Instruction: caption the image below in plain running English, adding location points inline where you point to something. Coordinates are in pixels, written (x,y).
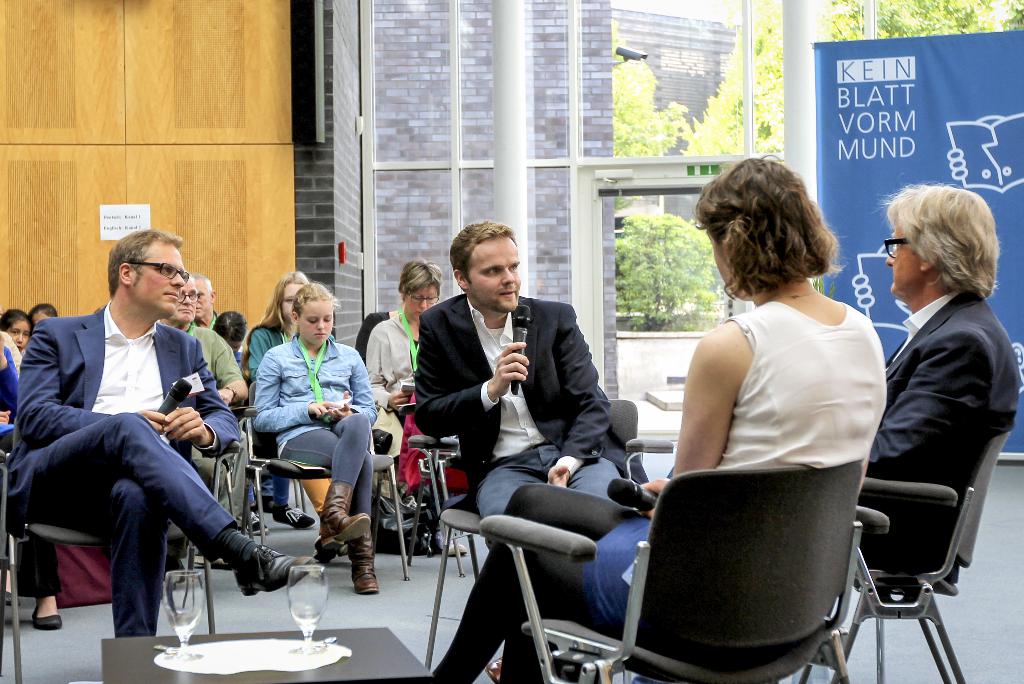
A group of people (578,421) are sitting on a chair (705,522). This 2 persons (548,388) holds a mic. Outside of this glass door (663,172) there are trees (618,97) and buildings (483,142). This is a banner (888,121) in blue color. On table (155,680) there are 2 glasses (314,622).
